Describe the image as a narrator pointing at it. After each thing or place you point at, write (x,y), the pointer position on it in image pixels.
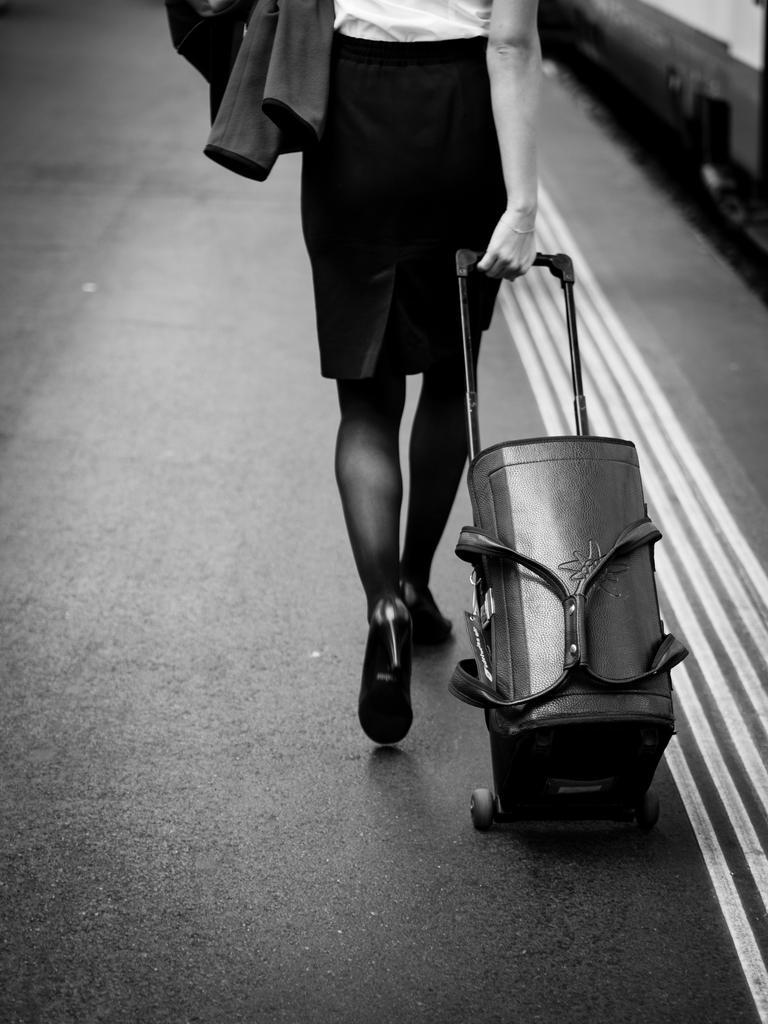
This is a picture taken on a train platform (311,469). In the center of the picture (367,368) there is a woman (373,417) carrying a luggage bag (645,712) in one hand (506,250). There is a jacket (276,100) in other hand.
